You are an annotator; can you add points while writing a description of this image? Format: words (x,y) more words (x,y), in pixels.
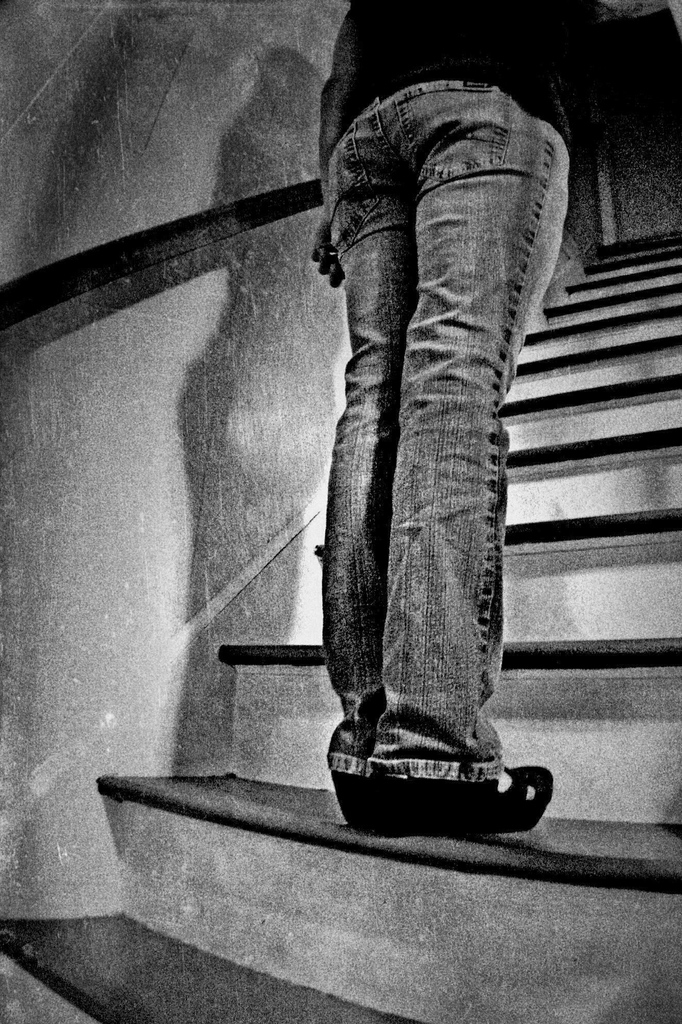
I see this is a black and white image and I see a person (361,28) over here who is standing and I see the steps (524,530) and I see the wall (310,394).
